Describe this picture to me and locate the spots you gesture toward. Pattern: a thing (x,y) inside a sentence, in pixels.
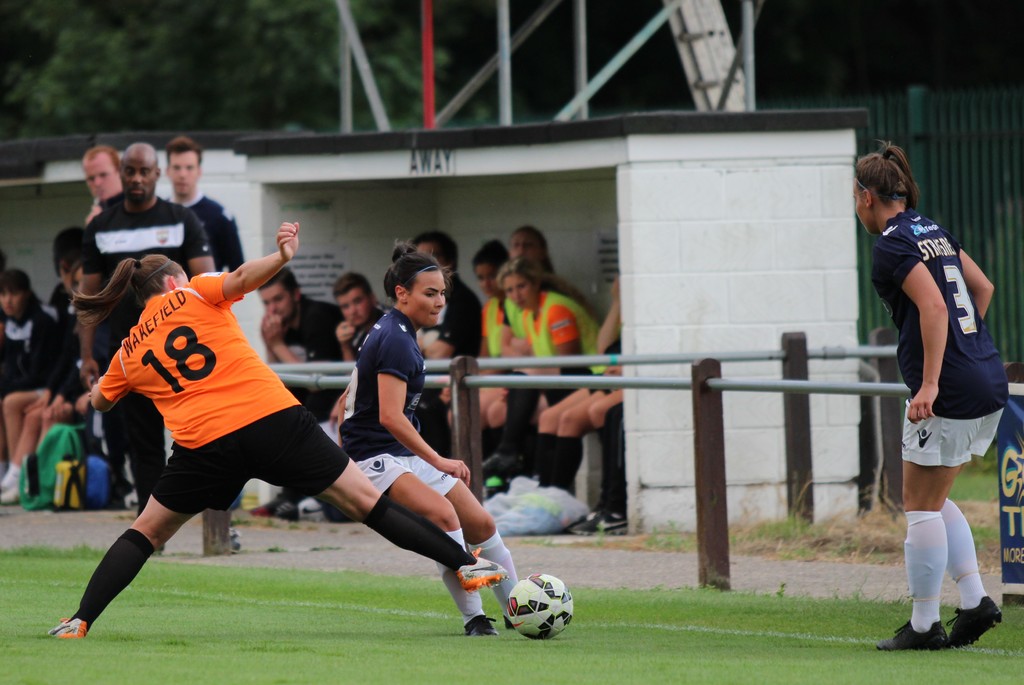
This image is taken outdoors. At the bottom of the image (194,630) there is a ground (188,620) with grass (458,645) on it. In the background (65,75) there is a tree (176,68). There are a few iron bars (606,69). There is a fence (956,169). There is a room (565,216) with walls (589,238) there are a few boards (416,158) with text (429,158) on them. On the right side of the image (884,242) a person (897,226) is standing on the ground (941,661) and there is a board (1010,513) with text (1022,510) on it. In the middle of the image (515,307) a few people (451,337) are sitting on the benches (585,470). There are a few objects (80,467) on the ground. Three men (136,213) are standing on the ground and two women (210,394) are running on the ground (589,617) to hit a ball (508,609). There is a railing (711,429).
